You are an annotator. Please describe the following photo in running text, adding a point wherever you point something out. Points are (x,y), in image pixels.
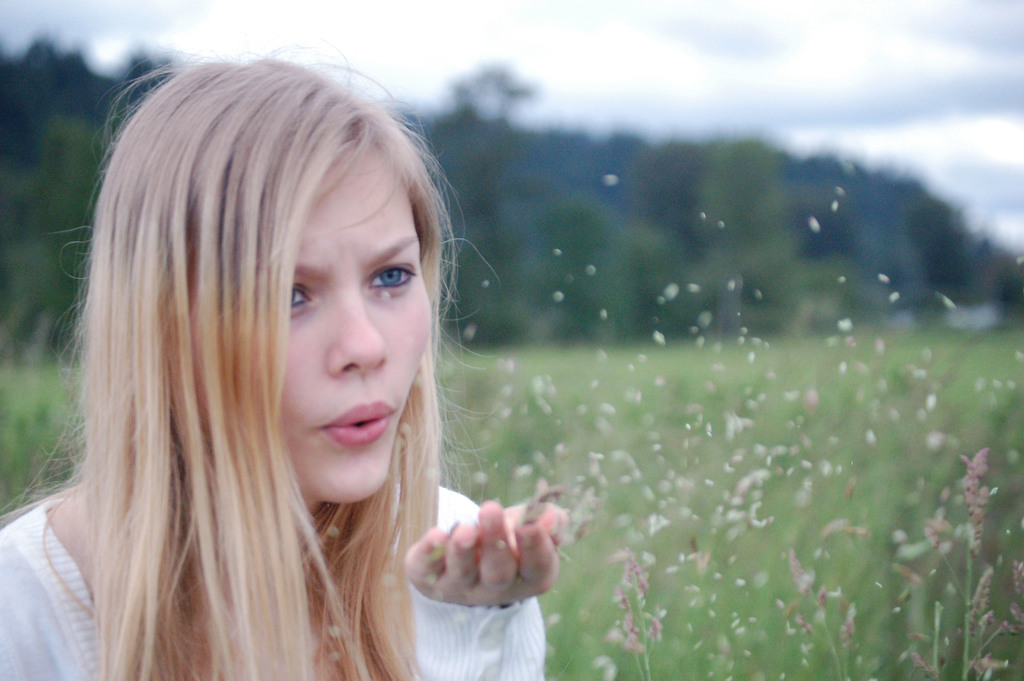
In this image we can see so many trees (595,228), some green grass (840,340), plants (855,336), one woman (148,411) holding some wheat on hands (532,536) and at the top (650,56) there is the cloudy sky (22,13).
